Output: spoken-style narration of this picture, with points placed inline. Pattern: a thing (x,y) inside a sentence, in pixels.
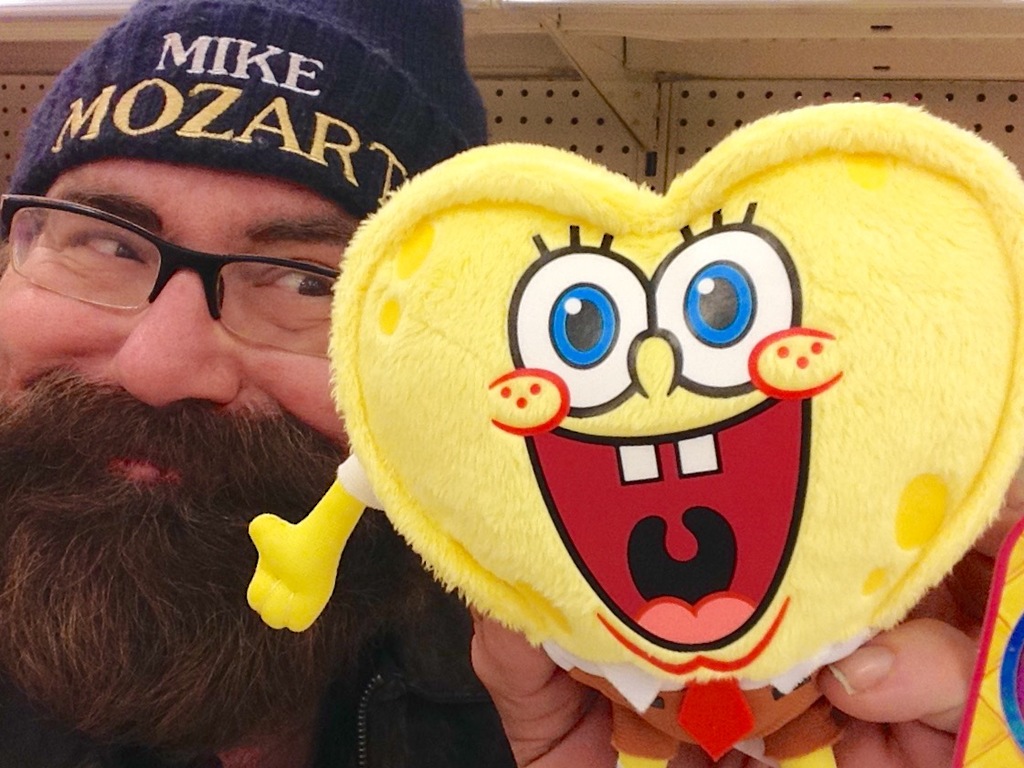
In this image there is a man (223,215) with a cap (275,129) and glasses (175,249) and he is holding a soft toy (720,432) in his hand (834,665).
